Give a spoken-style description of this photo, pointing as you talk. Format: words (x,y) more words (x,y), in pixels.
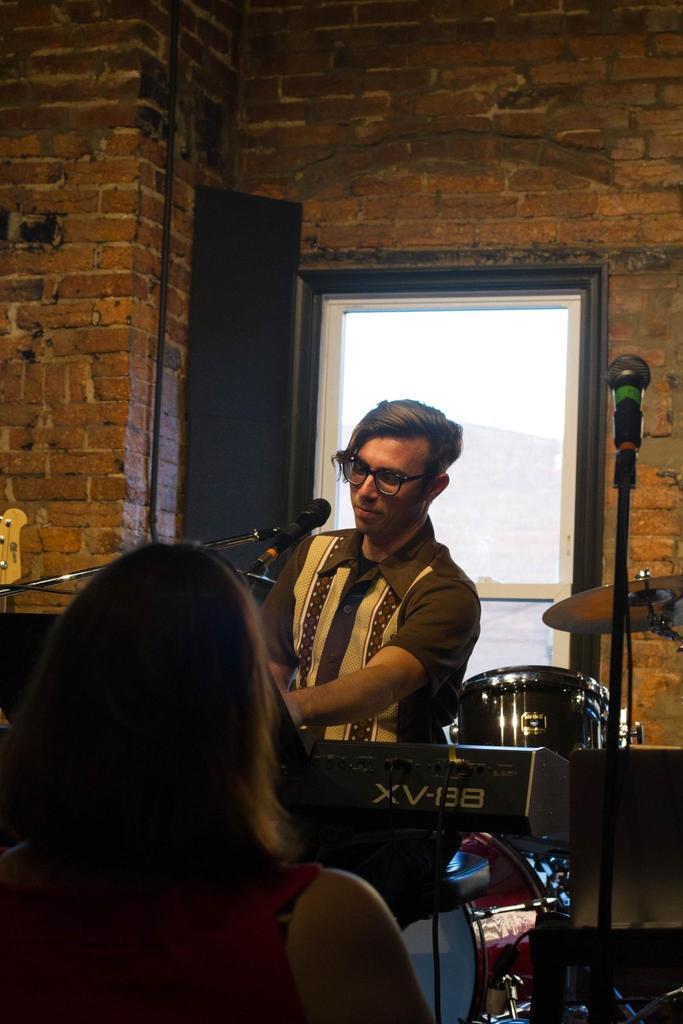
In this picture there are two people (191,980) and we can see microphones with stands (610,811), musical instrument (518,885) and device (393,760). In the background of the image (467,171) we can see wall (449,218) and glass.
